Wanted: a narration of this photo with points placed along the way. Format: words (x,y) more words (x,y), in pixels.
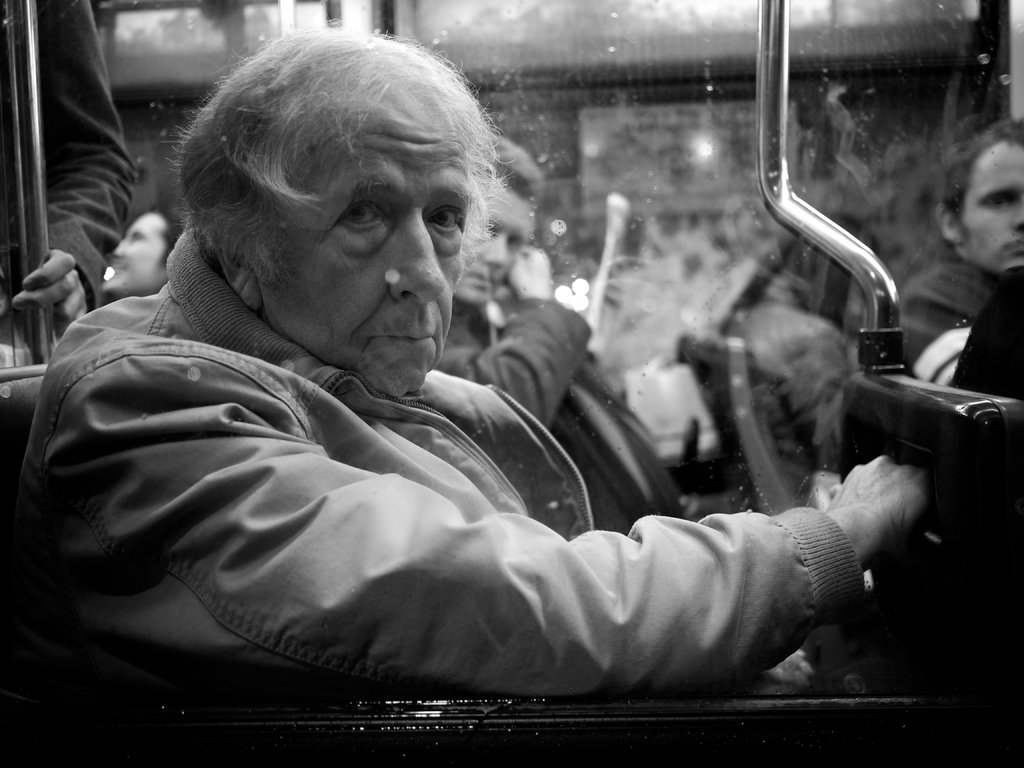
This is a black and white image. Here I can see a person (426,568) wearing a jacket (406,547), sitting and looking at the picture. It seems to be an inside view of a vehicle (766,486). In the background (498,287) there are few people (944,375) sitting facing towards the left side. Here I can see two metal stands (771,70). The background (696,38) is blurred.
